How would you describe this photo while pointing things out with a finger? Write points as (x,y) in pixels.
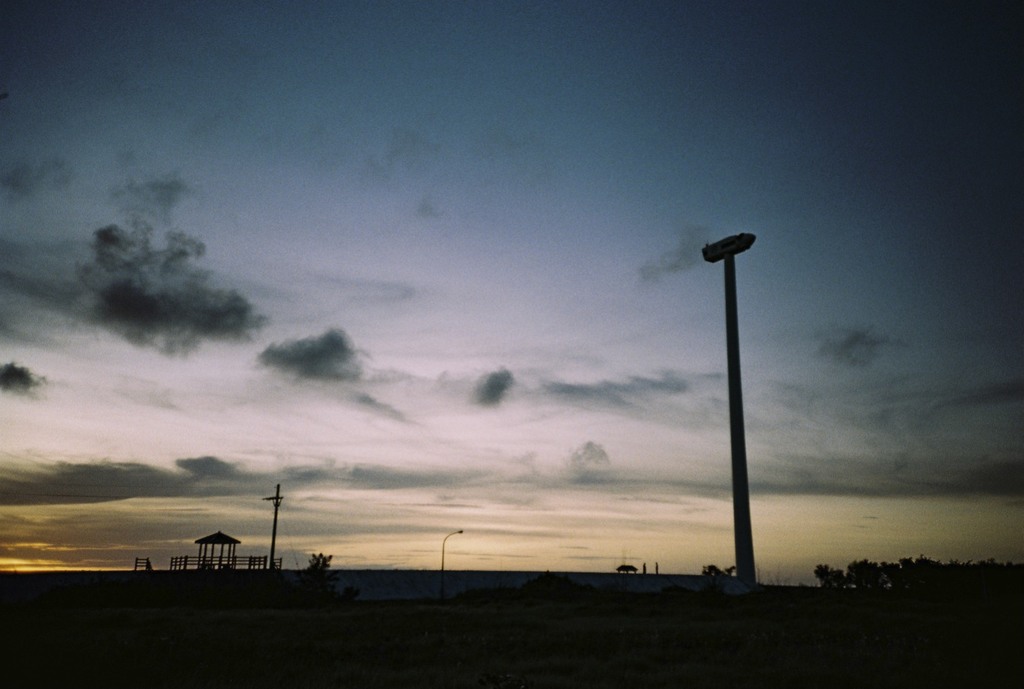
In this image we can see trees (825,583), pole (736,438) and electric pole (274,518) with wires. Also there is a railing (213,557) and shed (203,545) with pillars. In the background (251,351) there is sky (324,351) with clouds (488,389). And the image is looking dark.
